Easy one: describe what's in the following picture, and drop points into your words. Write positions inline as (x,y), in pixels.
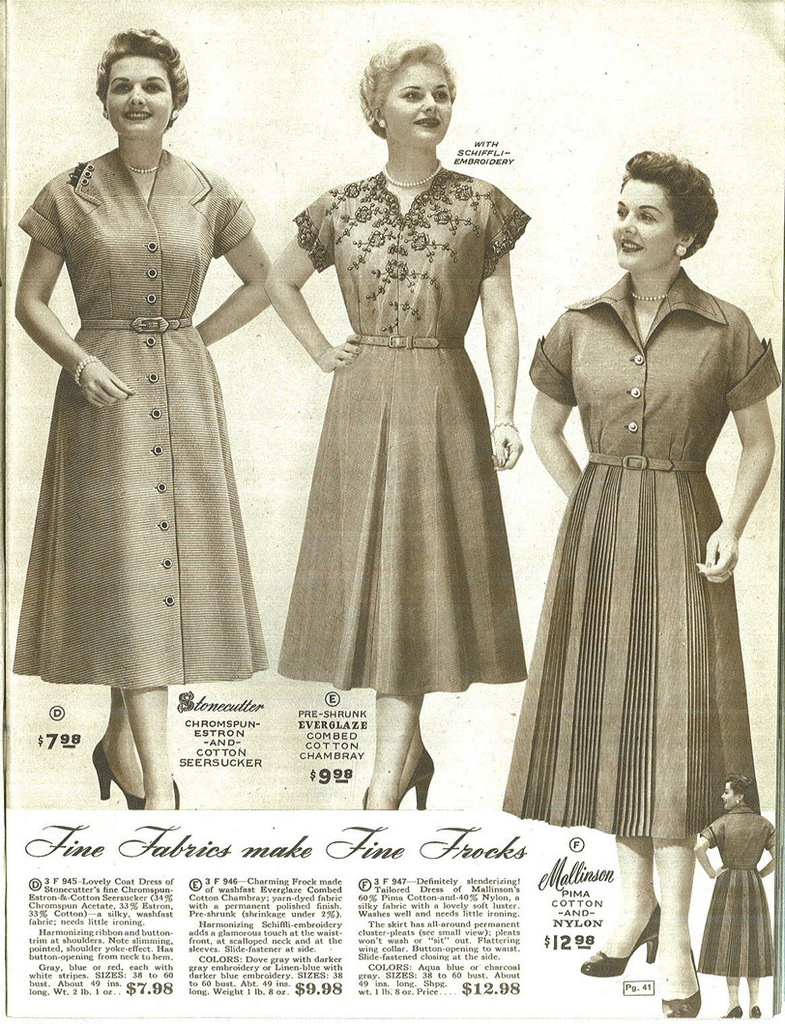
In this image there is a paper (198,727) and we can see pictures (177,607) of ladies (212,571) printed on the paper (506,718) and there is text (341,761).
